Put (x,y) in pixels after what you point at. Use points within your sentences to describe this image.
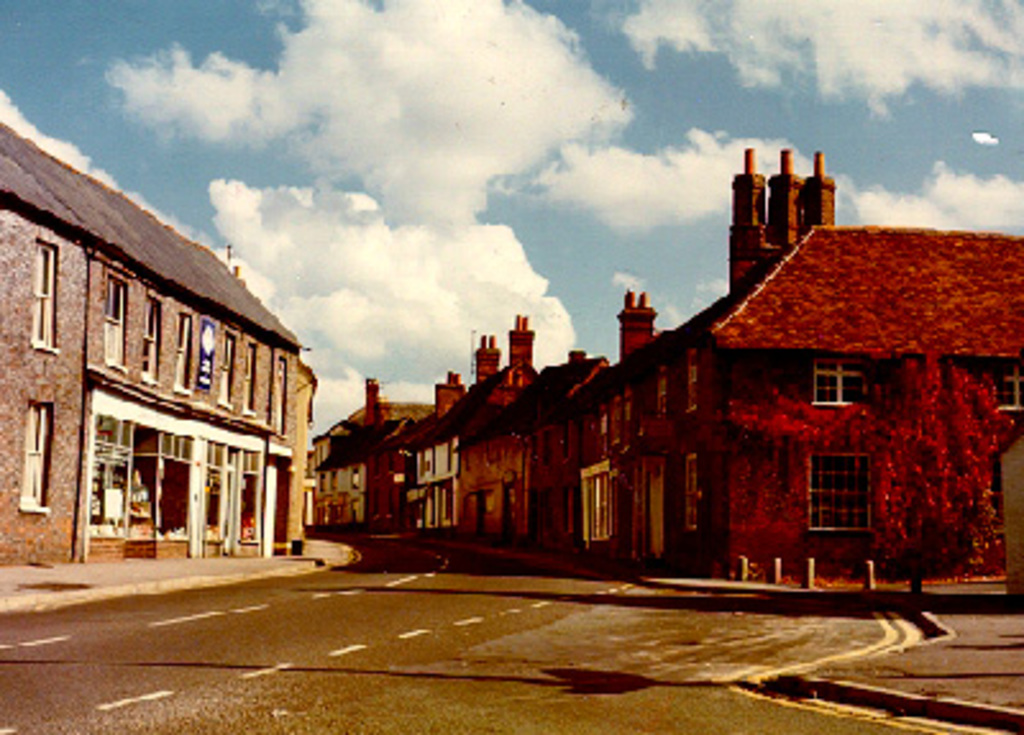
There is a street (360,632) in the image. On either of the street (427,630) there are houses (184,450) with some windows (119,485). In the background (555,231) we can observe sky (559,245) and clouds (462,217) all over the sky (426,115).
